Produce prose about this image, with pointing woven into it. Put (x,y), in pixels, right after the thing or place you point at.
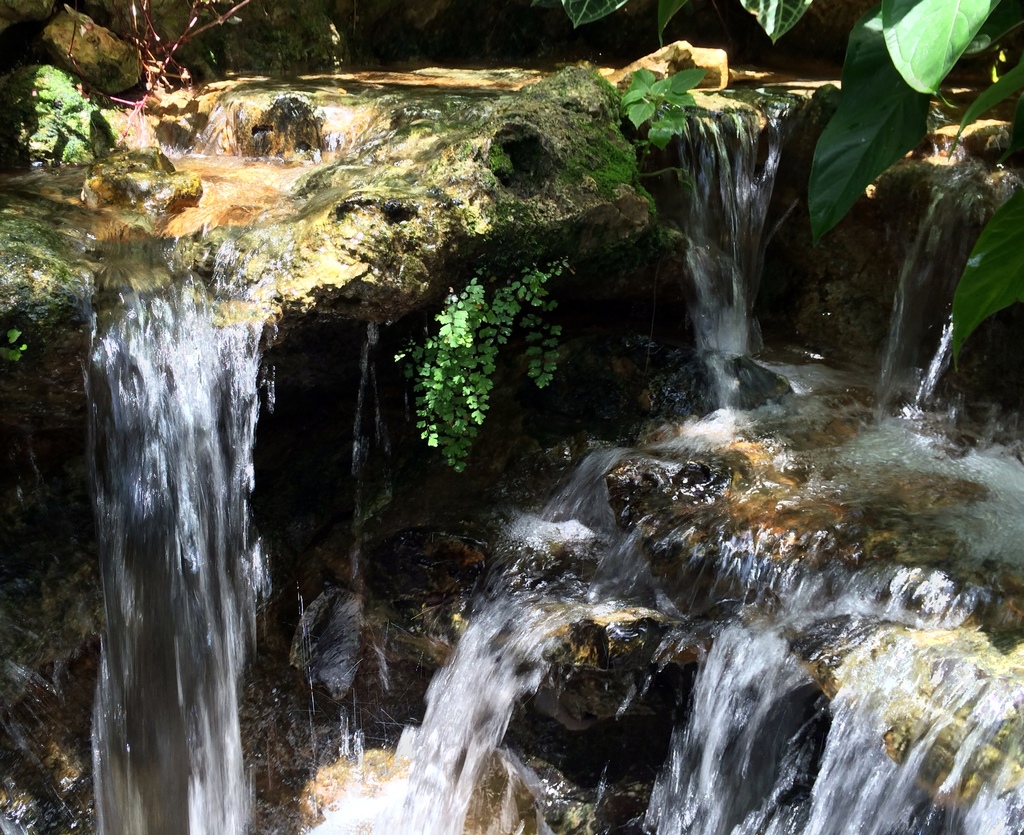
In this image I can see in the middle (626,556) water (597,550) is flowing, there are plants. In the right hand side (865,151) top there are green leaves (832,175).
